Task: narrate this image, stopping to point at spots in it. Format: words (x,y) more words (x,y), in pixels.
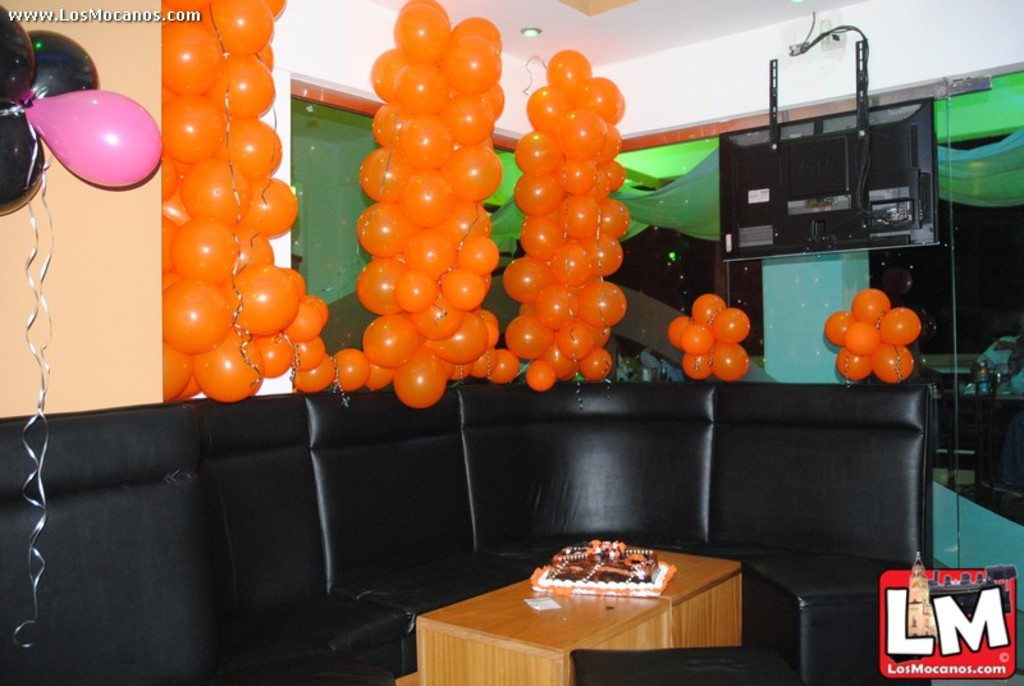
In the center of the image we can see one black color object (674,666) and a table (545,659). On the table (630,597), we can see some objects (604,579). At the bottom right side of the image (925,594), there is a logo (888,592). In the background (278,180) there is a wall (124,242), monitor (837,200), glass (810,363), curtains (697,187), balloons (464,296) and a few other objects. At the top left side of the image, we can see some text (92,9).
